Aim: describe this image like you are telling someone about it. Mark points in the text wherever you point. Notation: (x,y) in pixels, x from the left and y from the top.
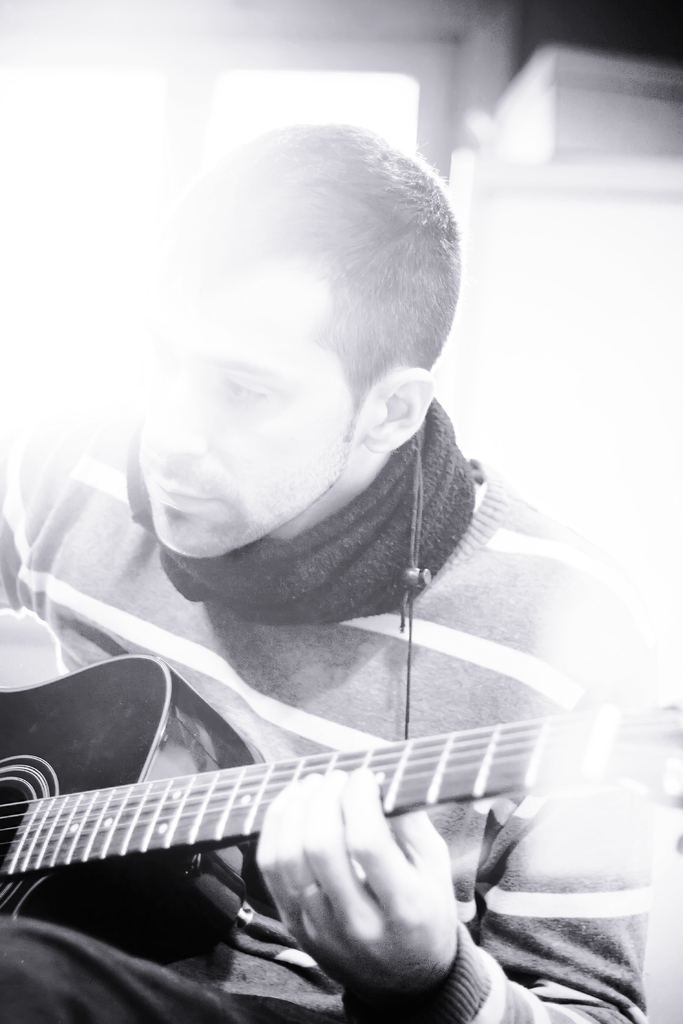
In the image a man (526,1011) is holding a guitar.
